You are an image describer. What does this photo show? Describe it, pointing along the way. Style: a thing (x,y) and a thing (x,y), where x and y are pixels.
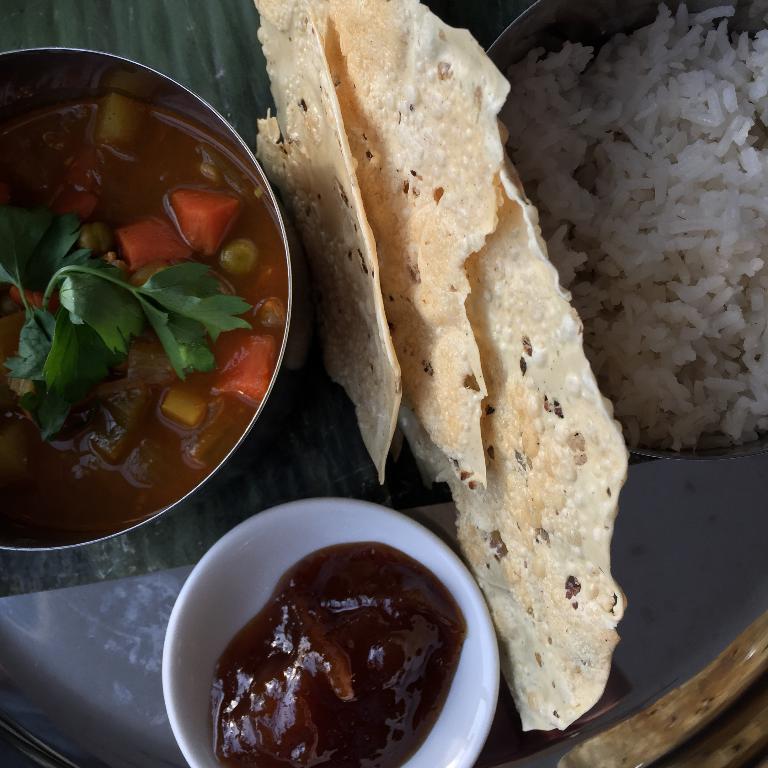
In this image I can see three bowls (451,591) placed on a metal tray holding different food items (229,418) and I can see a different food item (393,233) placed in between the bowls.
